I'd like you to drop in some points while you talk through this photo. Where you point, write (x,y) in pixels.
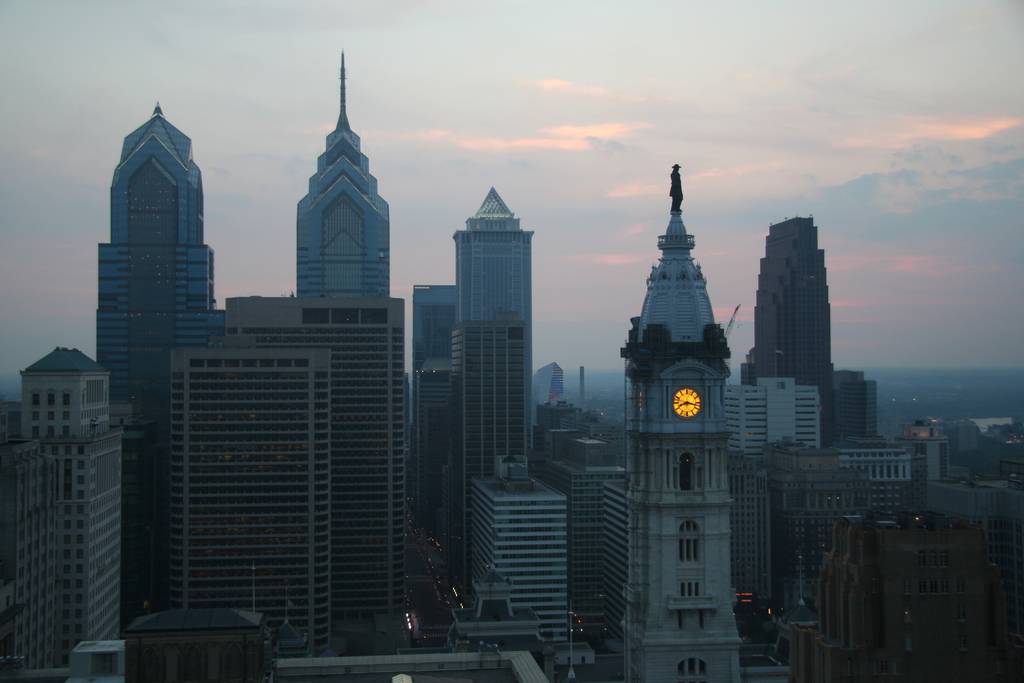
In this image we can see some buildings (493,283), some objects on the road (416,550), some lights (409,629), one big clock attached to the building wall (686,366), one statue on top of the building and at the top (656,192) there is the sky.
